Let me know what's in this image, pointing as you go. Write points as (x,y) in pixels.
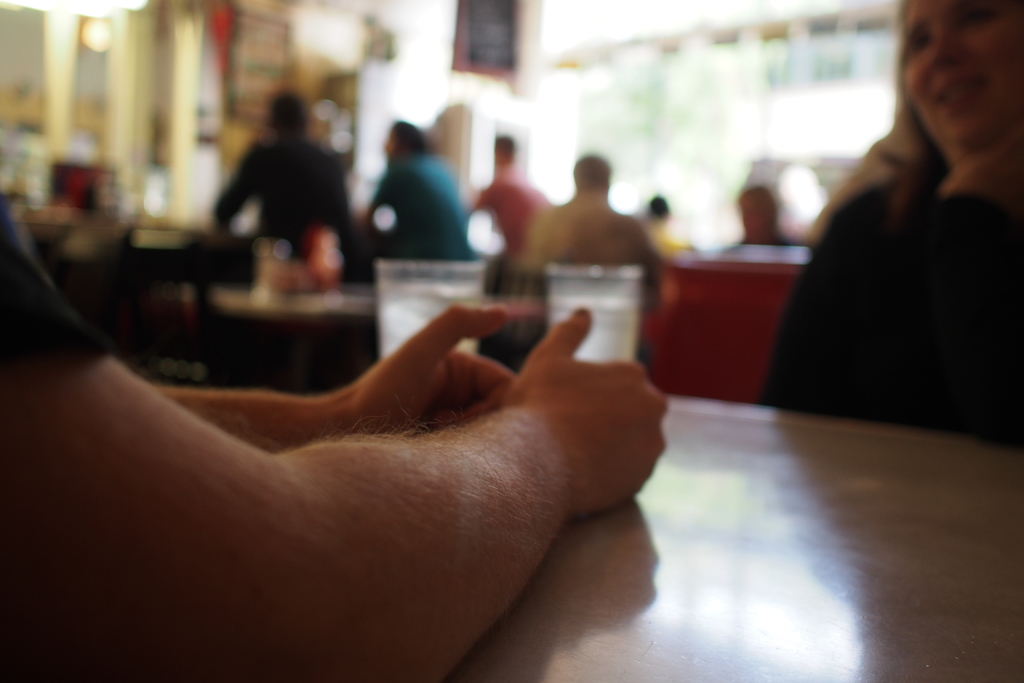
In this image there are many tables (540,575) and chairs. Few people (948,388) are there. On the left (51,454) there are two hands (381,481). The picture is blur.
